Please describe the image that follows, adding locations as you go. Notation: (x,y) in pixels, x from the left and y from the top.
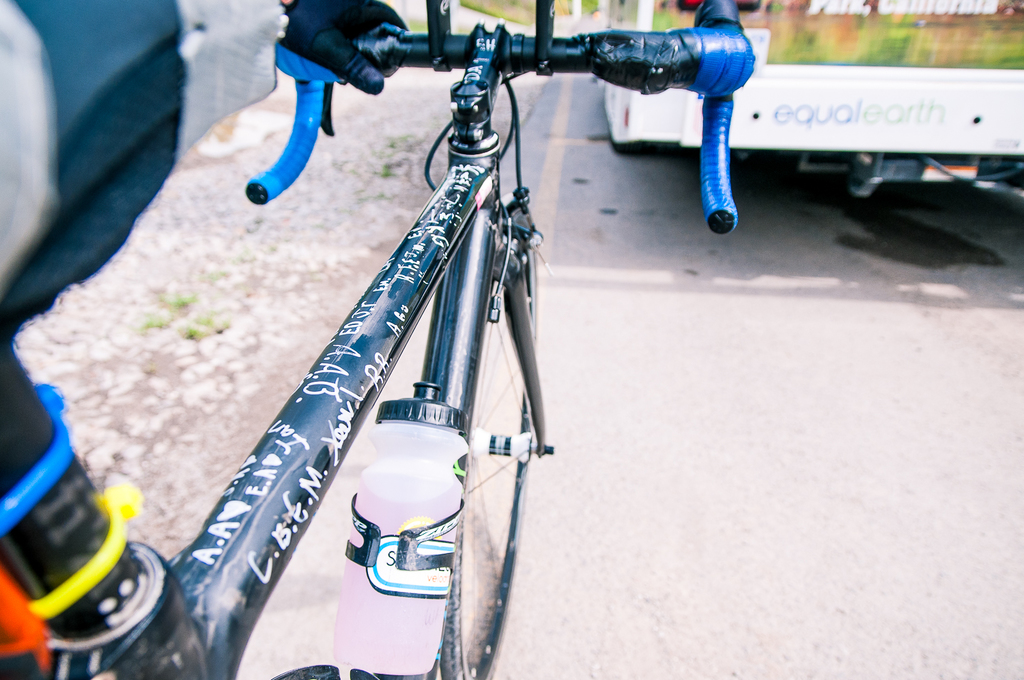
In the image there is a cycle (105,679) with water bottle (446,473) to it on the side of the road (555,345) with a bus (888,39) in front of it.
